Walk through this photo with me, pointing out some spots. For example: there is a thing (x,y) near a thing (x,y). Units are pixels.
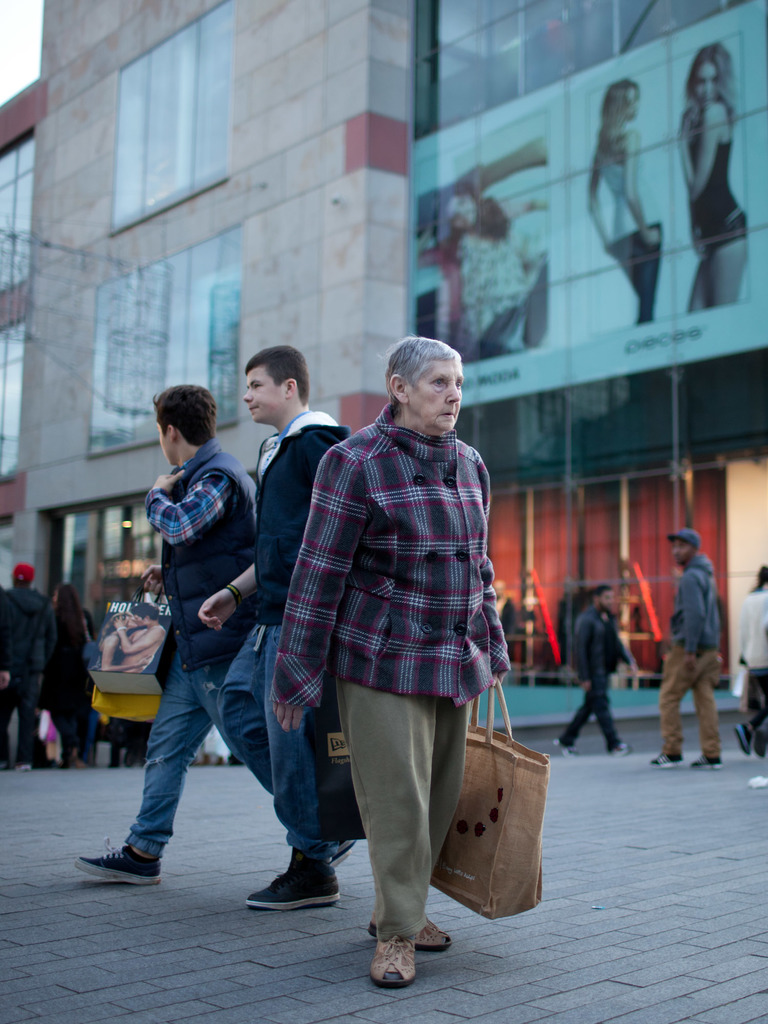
In this image there are people (387,776) walking, in the background (197,65) there is a building (119,193).
